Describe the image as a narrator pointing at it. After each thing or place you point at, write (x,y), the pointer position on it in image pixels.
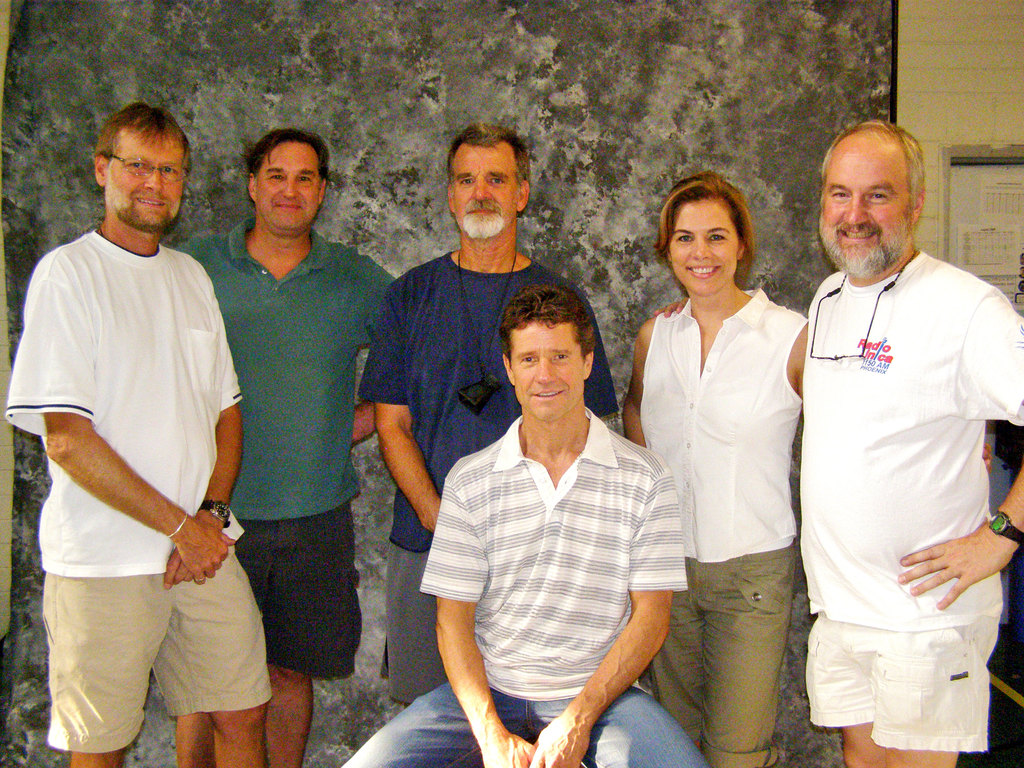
In this picture we can see a group of people (435,399) standing and a person (541,527) is sitting on an object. Behind the people (579,399) there is a wall (649,122).
